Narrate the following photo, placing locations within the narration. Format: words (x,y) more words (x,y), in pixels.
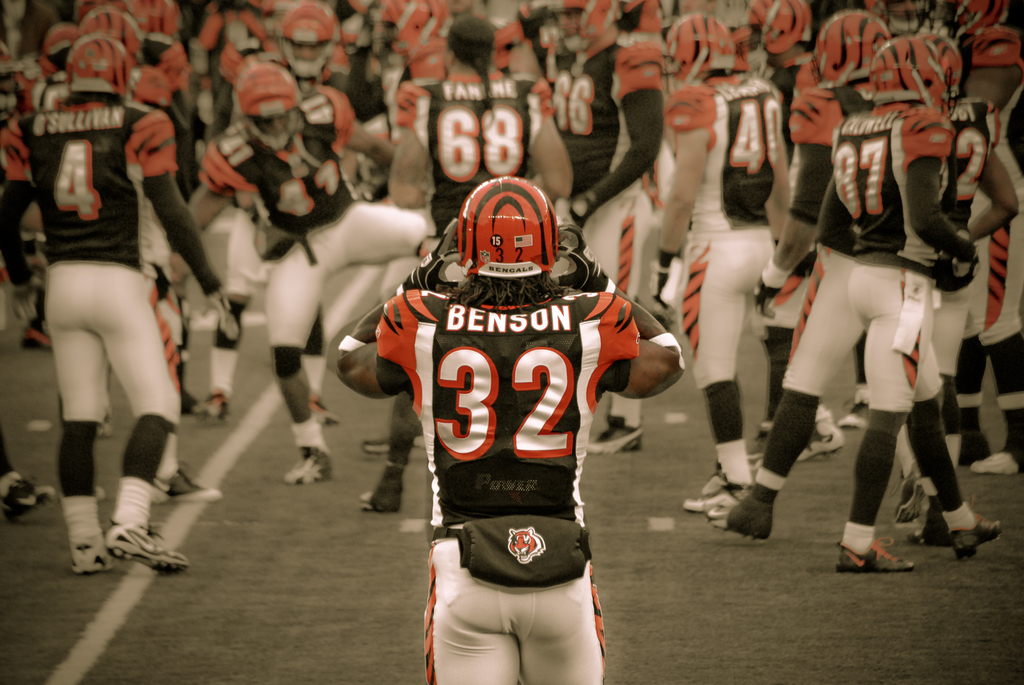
This image is taken outdoors. At the bottom of the image (267,609) there is a ground (629,610). In the middle of the image (541,300) a man (453,479) is walking on the ground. In the background (79,317) there are many people (542,138). A few are standing on the ground (888,488) and a few are walking on the ground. They have worn helmets (721,44) and T-shirts (154,154) with text (509,131) on them. They have worn shoes (80,549), gloves (227,330) and socks (882,432).
